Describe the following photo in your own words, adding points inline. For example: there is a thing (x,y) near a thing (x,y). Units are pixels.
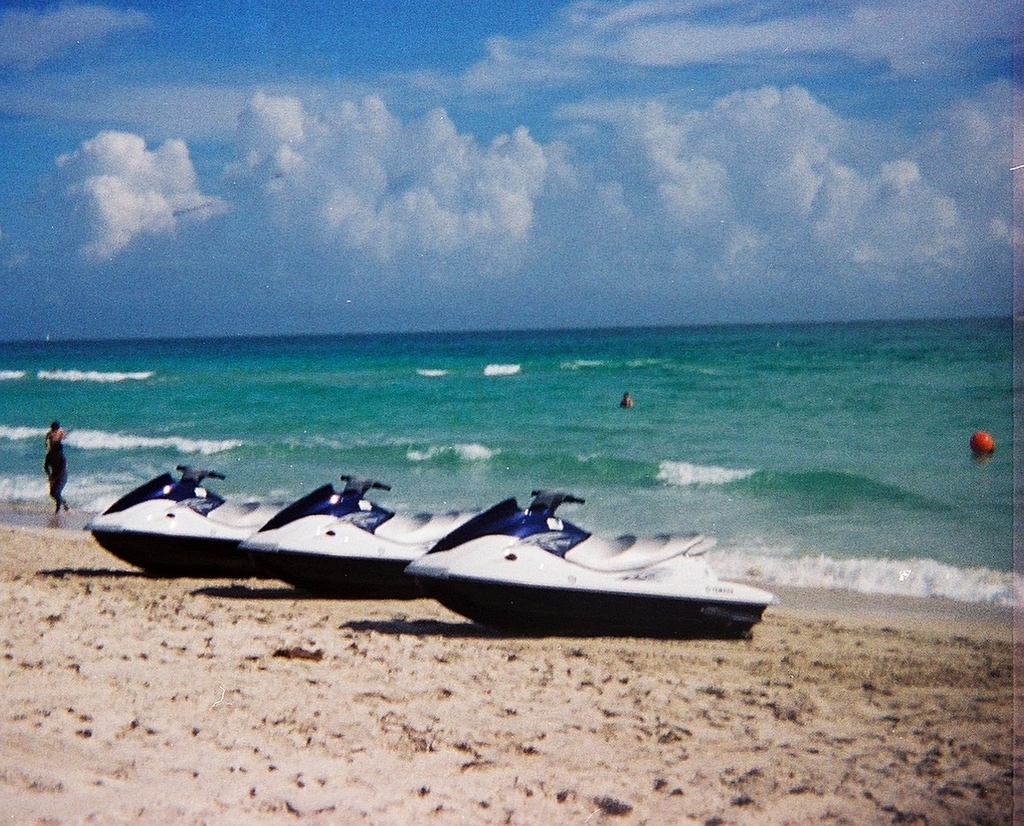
In the center of the image (503,523) there are three jet skis (324,530). At the bottom of the image (401,715) there is sand (548,705). In the background of the image (597,410) there is water (210,396), sky (565,312) and clouds (653,118). There is a person (49,434) walking to the left side of the image (62,509). To the right side of the image (976,454) there is ball (990,449).
